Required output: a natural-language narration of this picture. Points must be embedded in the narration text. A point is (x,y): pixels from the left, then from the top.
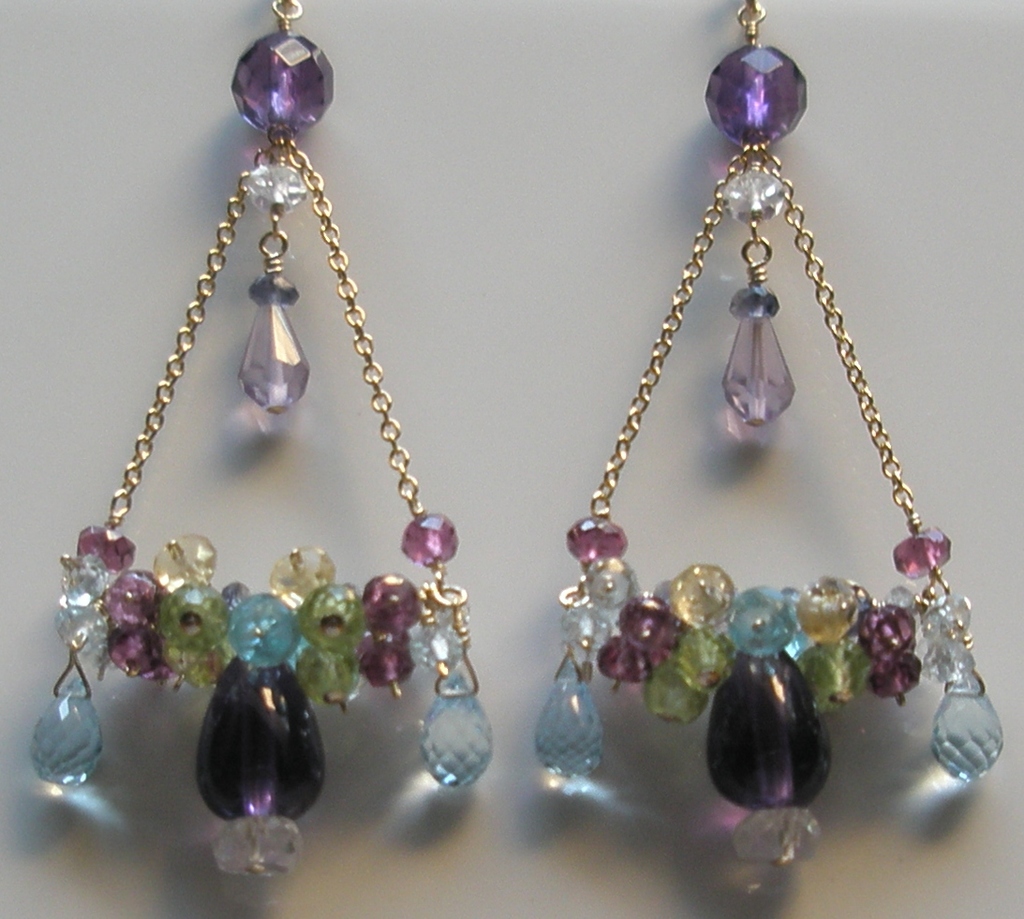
In this image I can see hangings (626,660) with colorful beads (323,630) and chains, these are looking like ear hangings (148,626).
